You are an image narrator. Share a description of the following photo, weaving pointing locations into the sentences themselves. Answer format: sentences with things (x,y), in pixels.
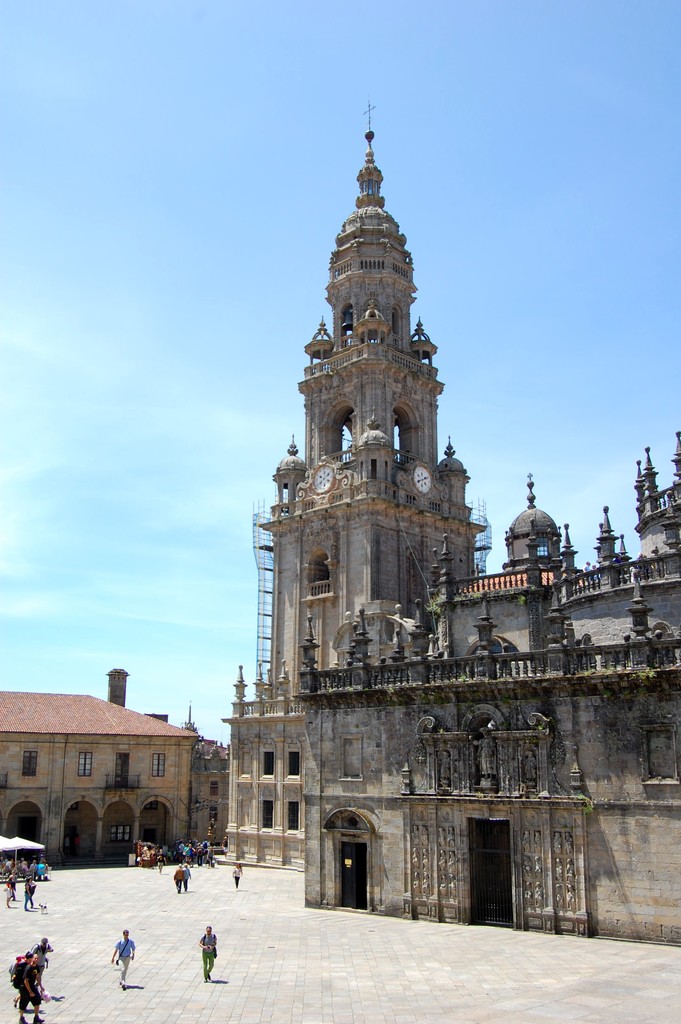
In this picture there are buildings (352,849) and there are clocks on the wall (433,483). At the bottom (411,962) there are group of people (202,858) walking on the pavement (251,940) and there is a tent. At the top (423,156) there is sky (335,146) and there are clouds (39,425).
